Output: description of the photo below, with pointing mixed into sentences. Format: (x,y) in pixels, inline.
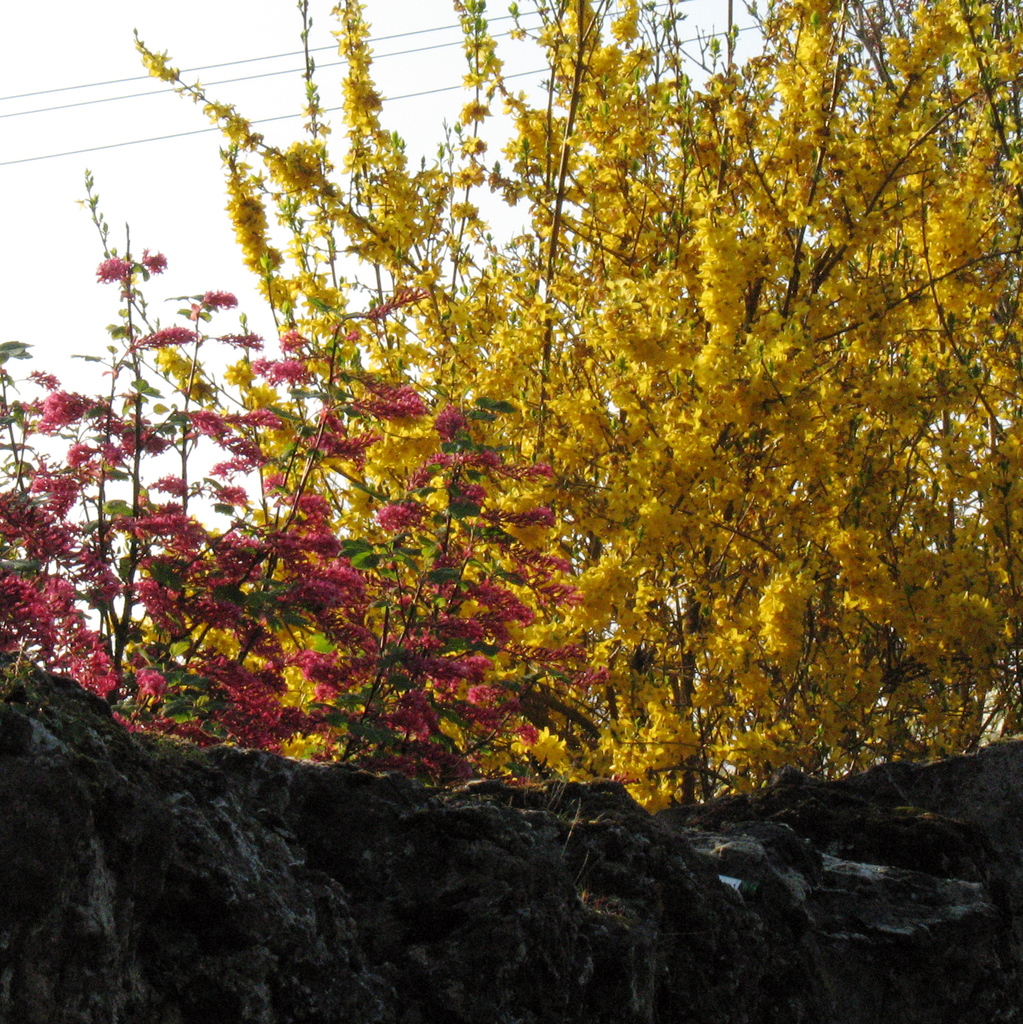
In this image I can see few flowers (552,627) in yellow and red color. In the background (35,25) I can see few wires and the sky (134,164) is in white color.
